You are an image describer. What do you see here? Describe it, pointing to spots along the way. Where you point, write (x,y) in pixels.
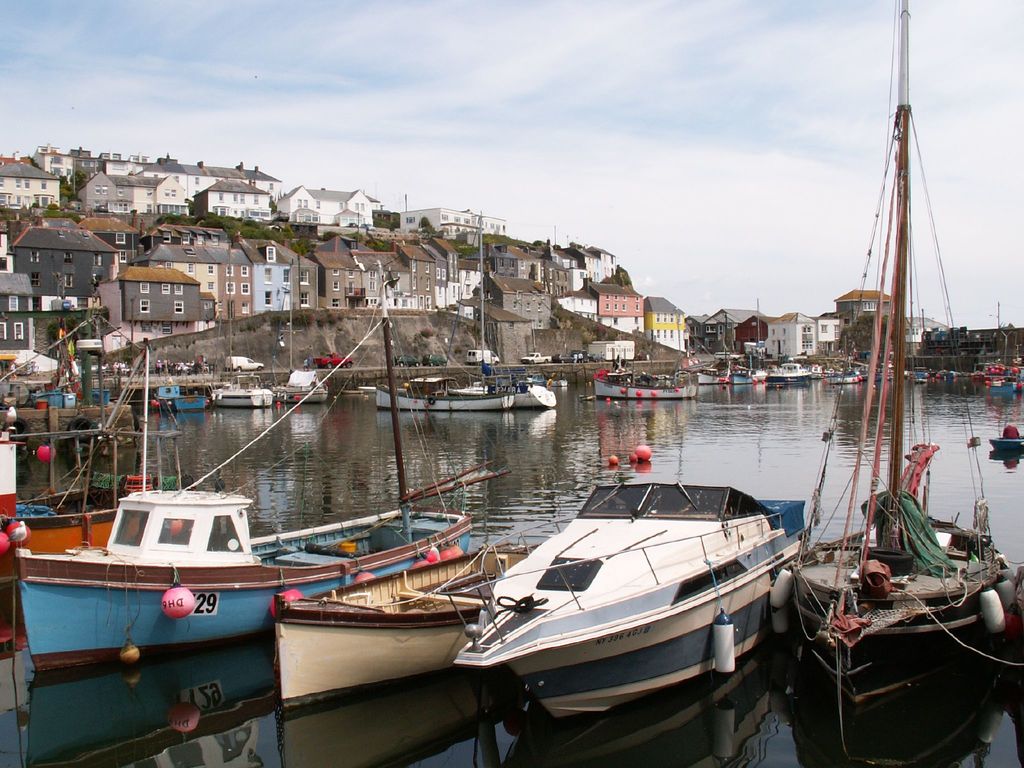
In this image I can see few buildings (192,241), few objects (63,358), windows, trees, vehicles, sky (374,185) and few boats (625,483) on the water surface (571,467).
